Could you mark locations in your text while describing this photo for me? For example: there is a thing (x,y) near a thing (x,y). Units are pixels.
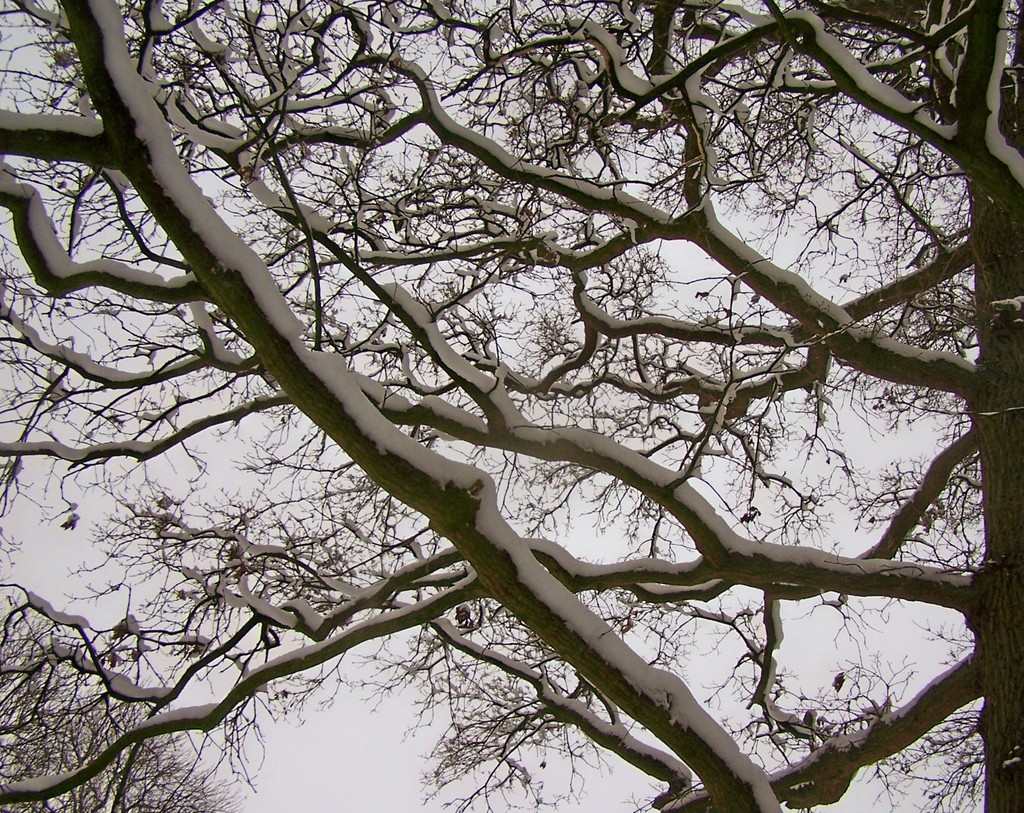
In this image we can see trees (765,263) covered with snow (488,479) and sky (315,181).
